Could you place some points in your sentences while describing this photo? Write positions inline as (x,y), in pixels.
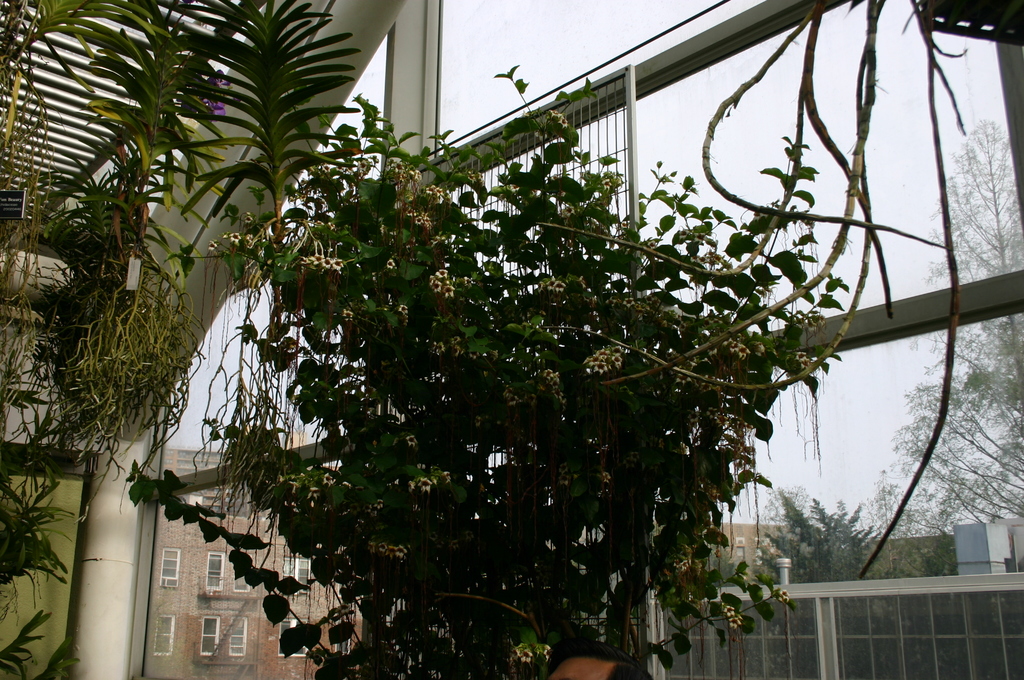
In this image, we can see some plants (501,566), trees (959,488), buildings (310,570). We can see the sky (468,46) and the glass wall (831,128). We can also see the roof (968,37).
